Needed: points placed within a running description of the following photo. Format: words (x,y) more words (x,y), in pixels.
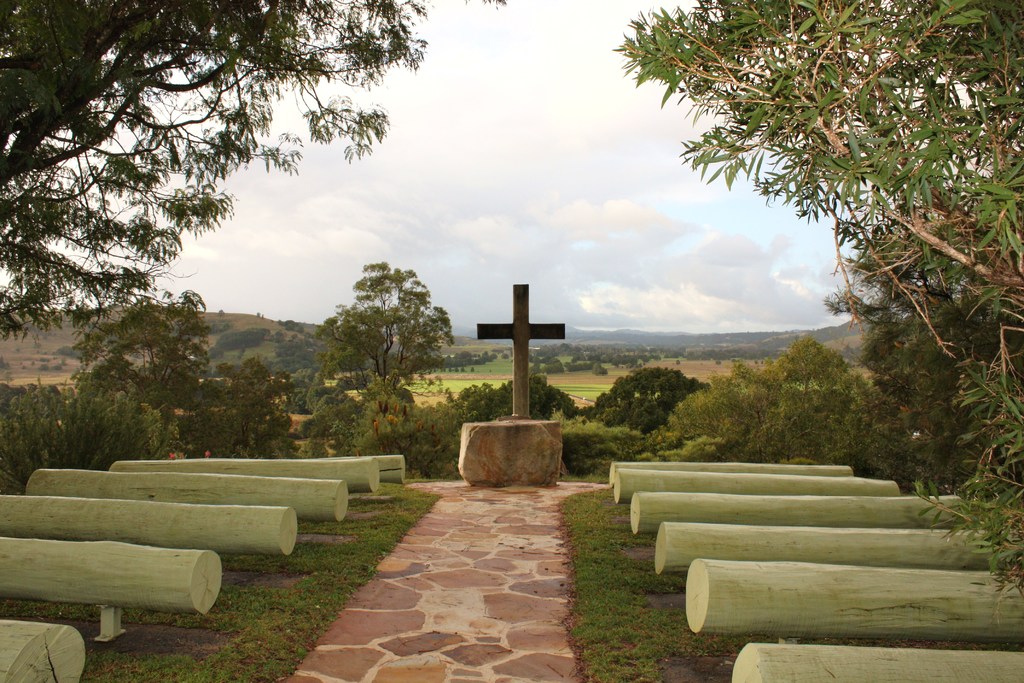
These are the wooden logs (698,622), which are painted. This is the grass (629,639). I can see a holy cross symbol (489,338). These are the trees (413,397) with branches (114,34) and leaves (897,117). I can see the clouds (540,217) in the sky (672,139). This looks like a pathway (519,545).
